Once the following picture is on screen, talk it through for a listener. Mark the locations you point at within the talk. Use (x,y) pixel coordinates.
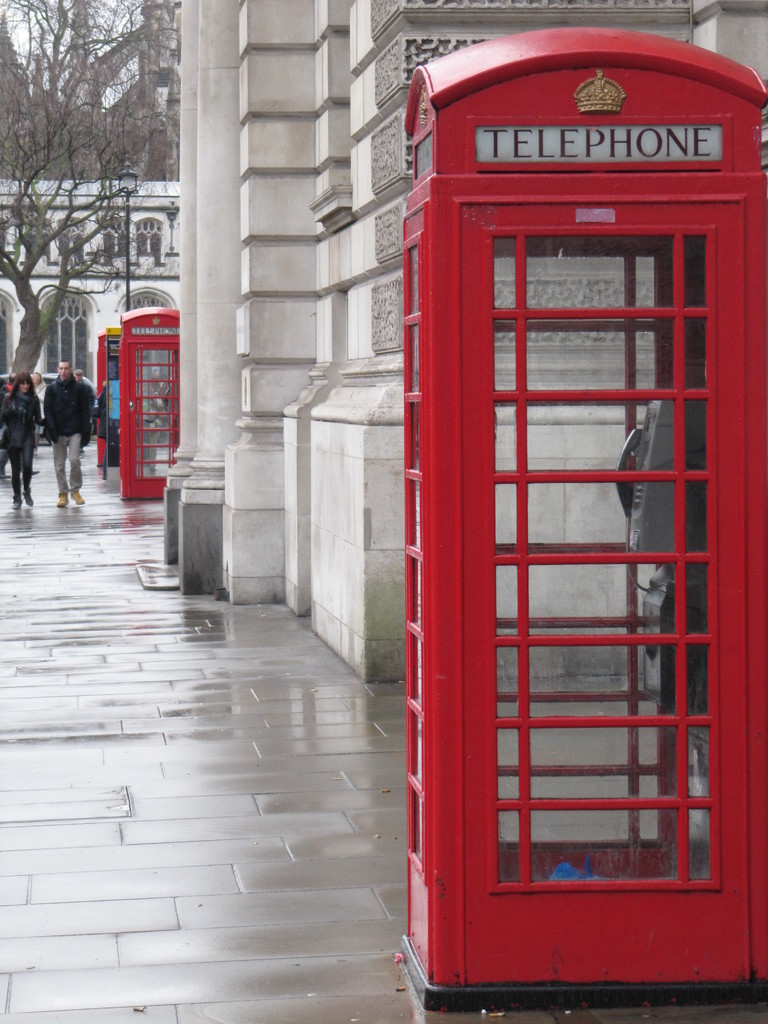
In this image, I can see the buildings (210,212) with the pillars (290,105) and windows (72,320). These are the telephone booths (582,402). I can see two people (64,473) walking on the pathway (96,618). This looks like a tree (97,131). I can see a telephone (655,450) inside a telephone booth (701,225).
